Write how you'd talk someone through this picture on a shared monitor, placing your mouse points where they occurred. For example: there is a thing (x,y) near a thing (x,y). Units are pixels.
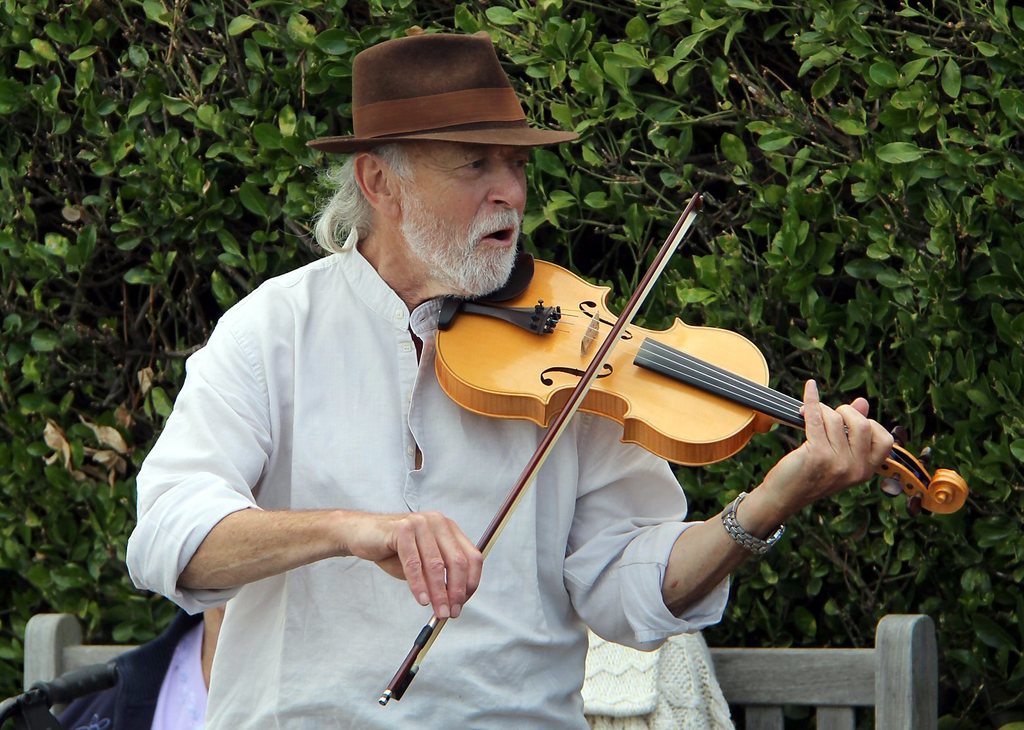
This picture is clicked outside the city. Here, we see a man (224,520) in white shirt (387,452) or Kurta (562,682) is playing violin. He is wearing watch (731,533) and brown hat (514,139). Behind him, we see people (166,671) sitting on the bench (80,661) and behind them we see a tree (185,159).
